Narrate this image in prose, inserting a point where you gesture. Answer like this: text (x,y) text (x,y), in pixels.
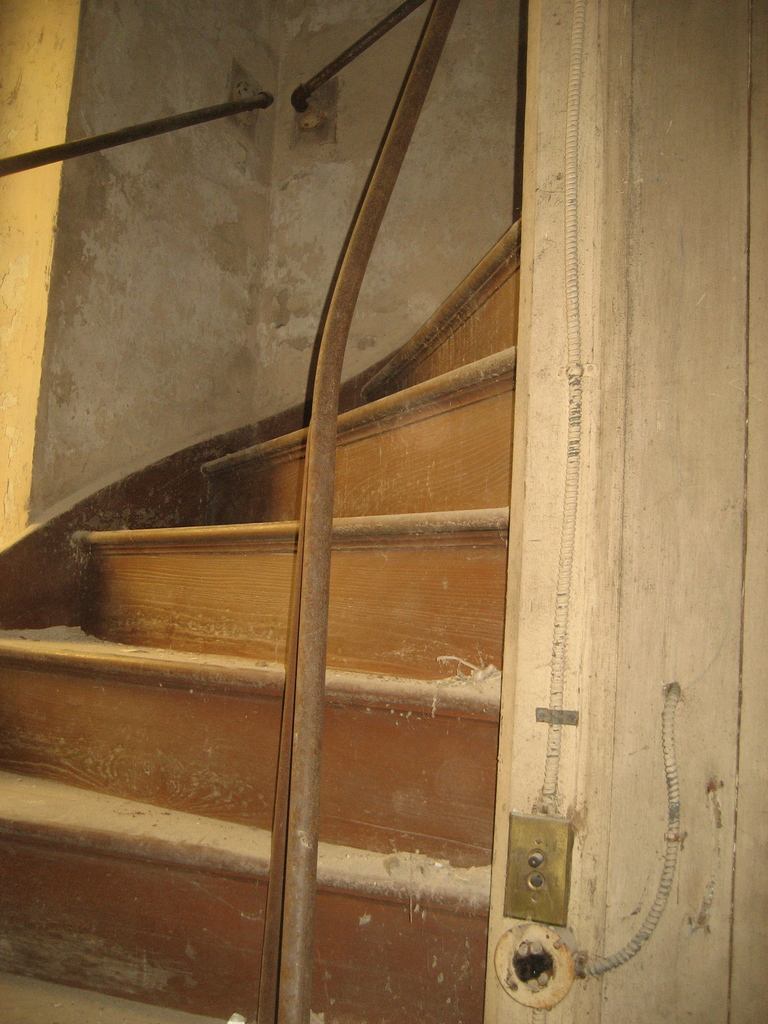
This image consists of stairs (416,513). On the left (116,201), there is a wall (170,146) on which there are iron rods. On the right (683,690), it looks like a wall (637,743).
